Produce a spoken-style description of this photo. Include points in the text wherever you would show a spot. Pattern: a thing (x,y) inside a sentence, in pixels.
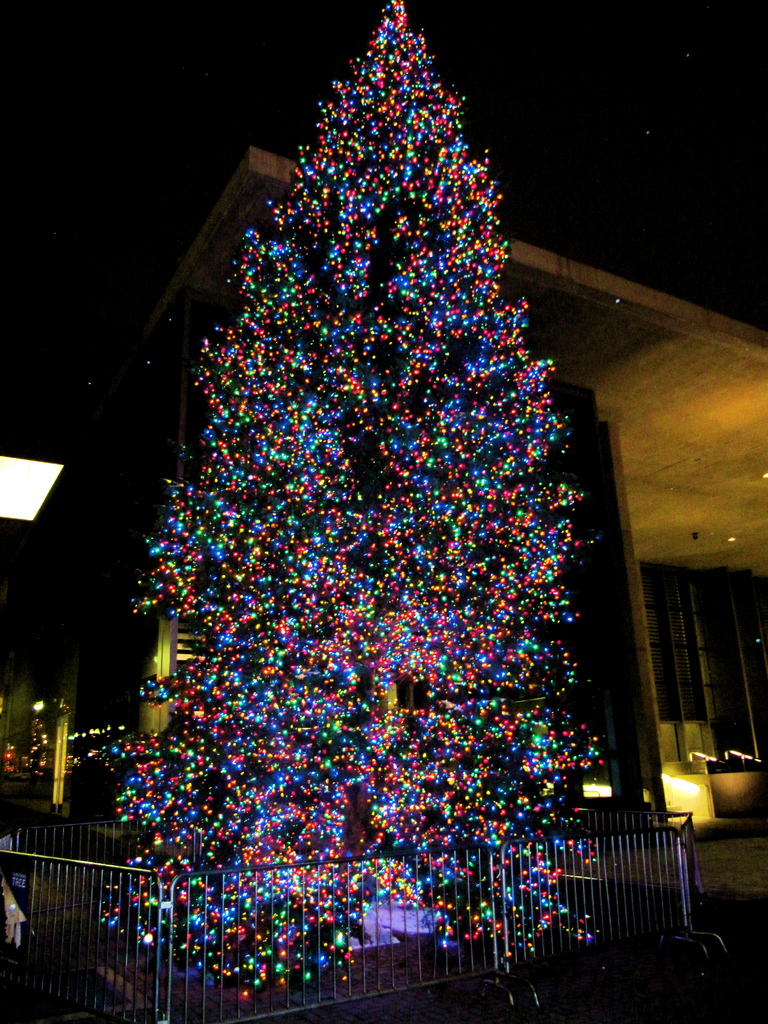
In this picture we can see a tree (408,596) with lights (446,557) on it, in front of the tree (402,830) we can find fence (76,864), in the background (692,786) we can see a building (604,561) and few lights (92,752).
